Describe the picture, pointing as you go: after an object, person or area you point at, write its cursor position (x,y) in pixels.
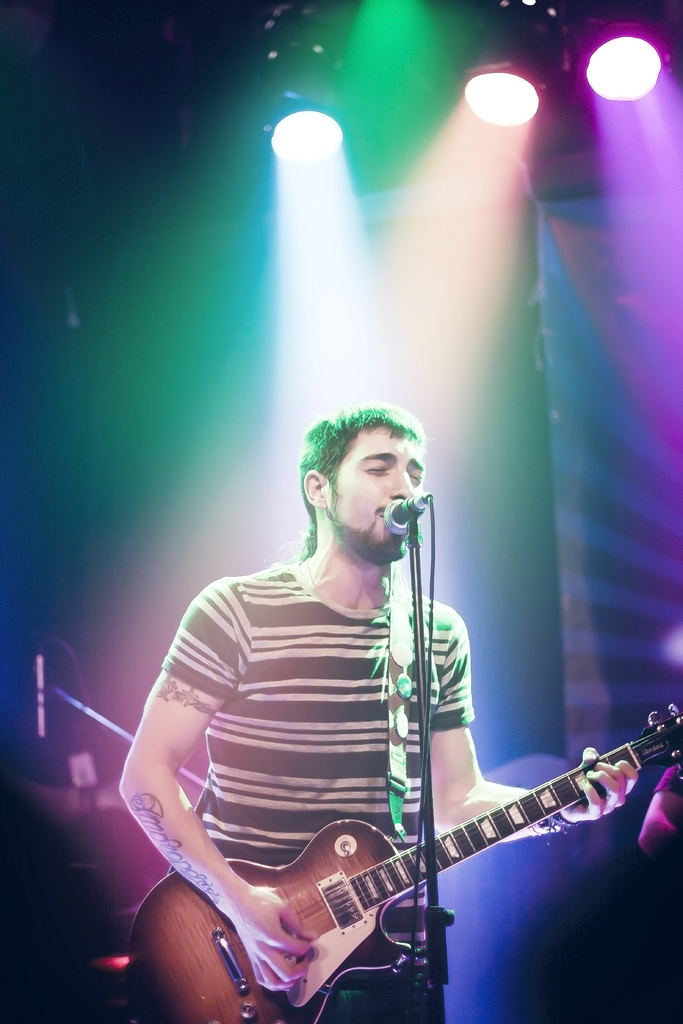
This picture shows a man (356,1003) playing a guitar (187,949) and singing with the help of a microphone (408,516) and we see lights (306,204) on the top (315,203).
